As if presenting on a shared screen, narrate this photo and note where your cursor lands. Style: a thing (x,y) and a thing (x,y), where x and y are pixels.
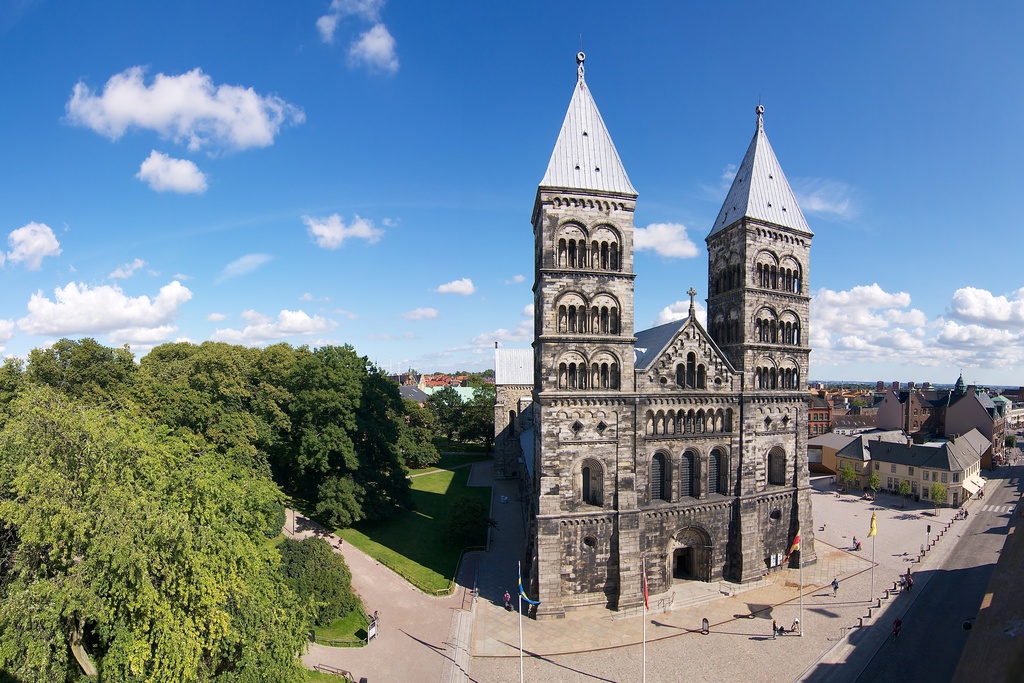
Here we can see a building (723,398), houses (870,467), poles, flags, grass (421,577), trees (357,496), and few persons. In the background (1022,178) there is sky (961,217) with clouds (998,301).
